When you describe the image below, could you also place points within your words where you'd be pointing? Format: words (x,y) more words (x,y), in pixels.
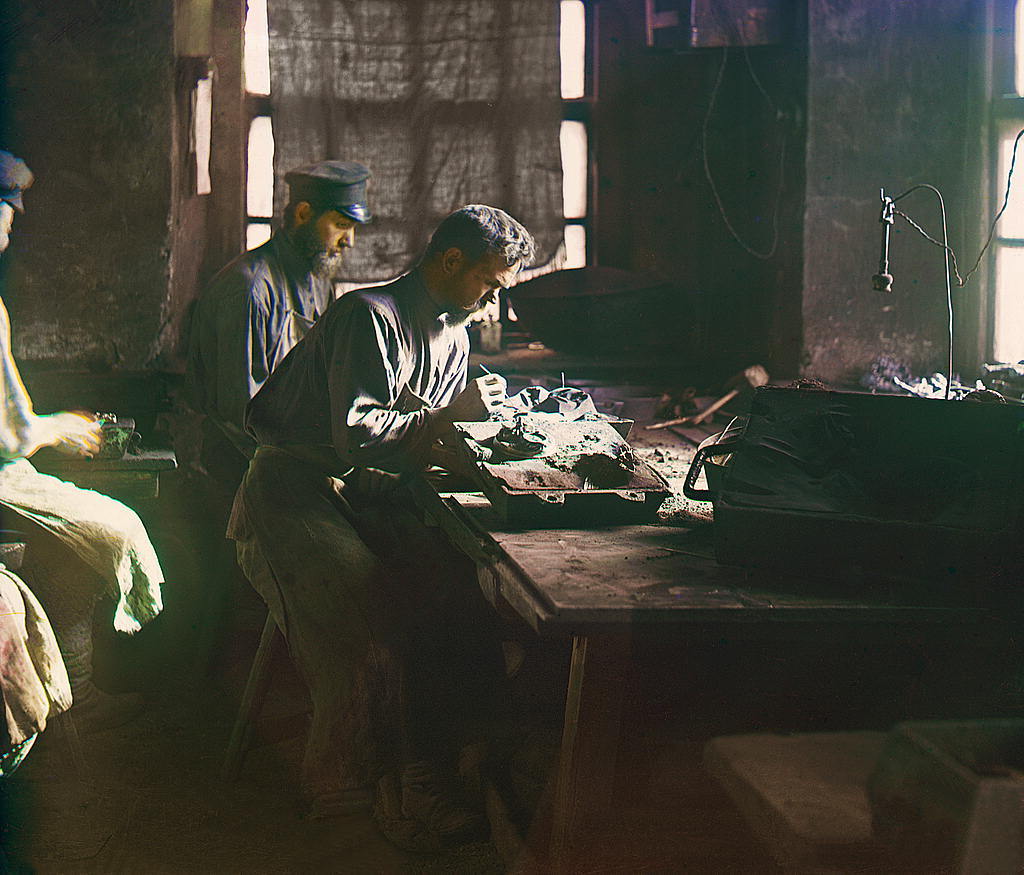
In this image there are three people (267,565) at the table (692,546). On the table (705,540) there is a box (818,502) and some objects (591,460).
